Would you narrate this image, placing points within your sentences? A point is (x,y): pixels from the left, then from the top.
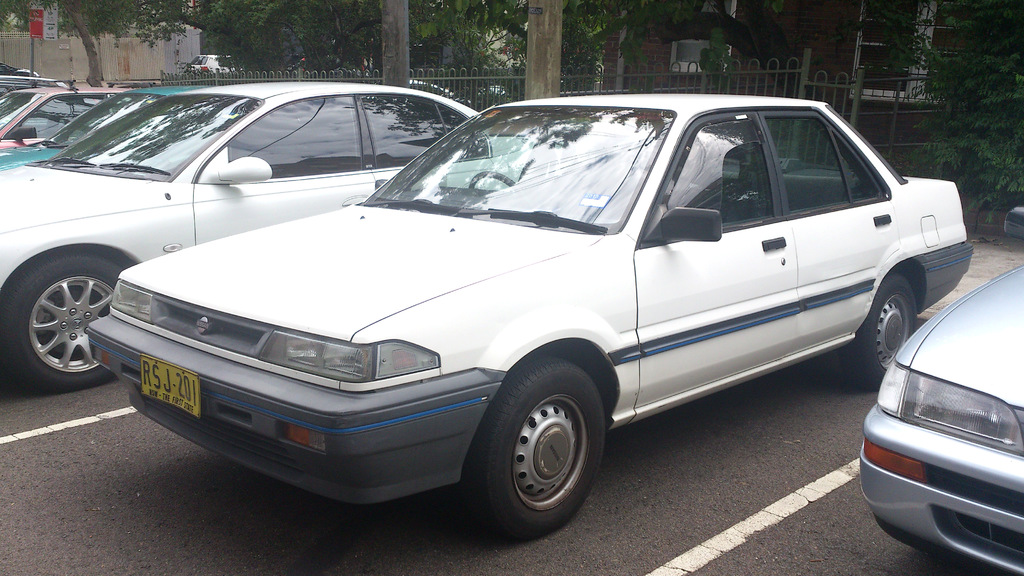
In this image we can see cars (441,267) are parked on the road (158,488). Background of the image (161,18), fencing (898,76) and trees (470,49) are there.
